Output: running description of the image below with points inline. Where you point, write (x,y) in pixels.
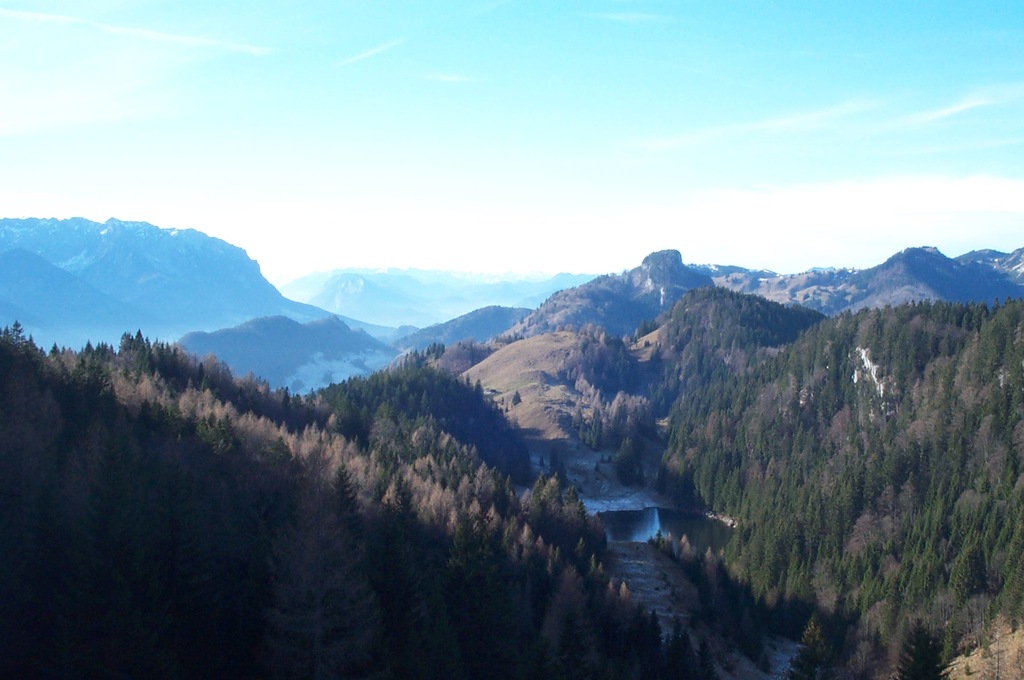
Here in this picture we can see number of mountains (224,347) present over a place (173,381) that are covered with grass (786,671), plants (900,603) and trees (618,282) and we can also see water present over some place (688,531) and we can see clouds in the sky (299,169).
